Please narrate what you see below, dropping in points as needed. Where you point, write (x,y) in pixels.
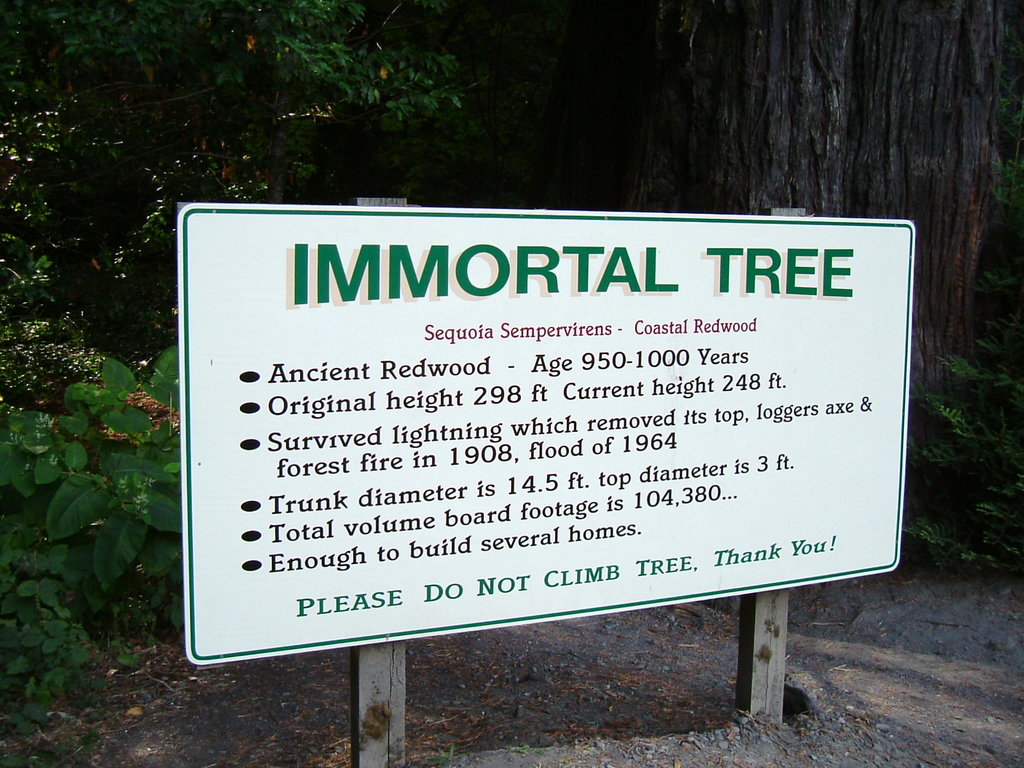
In the center of the image (557,301) we can see a board (220,629). In the background (122,581) there are trees (391,159) and plants (67,531).
